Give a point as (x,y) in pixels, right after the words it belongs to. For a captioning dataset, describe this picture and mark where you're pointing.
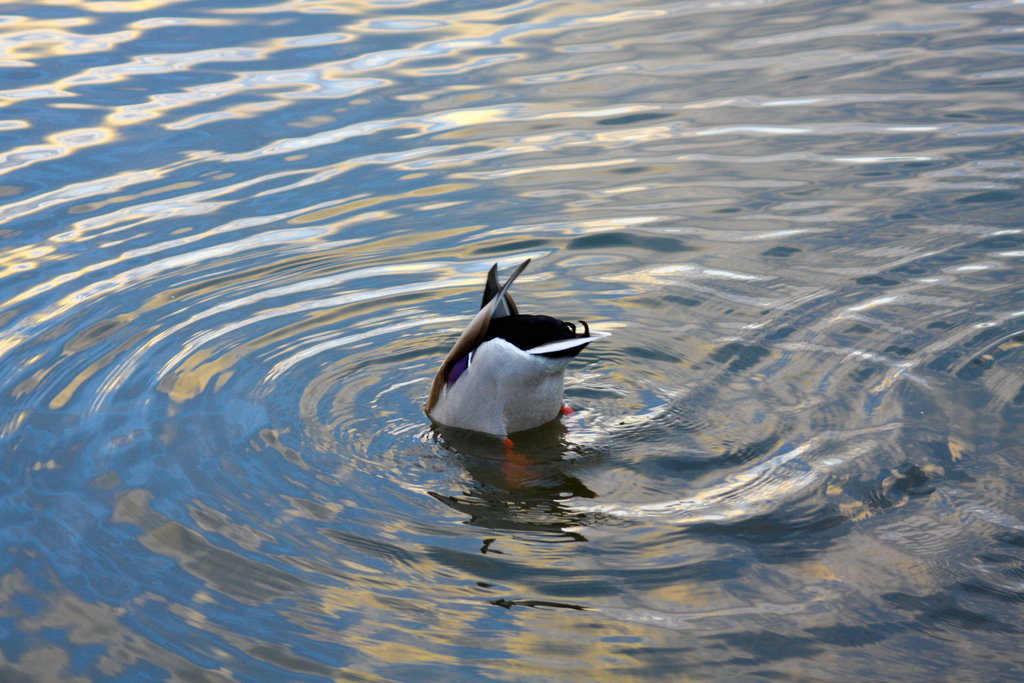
In the middle of this image (501,358) there is a bird (547,358) in the water (608,292).
